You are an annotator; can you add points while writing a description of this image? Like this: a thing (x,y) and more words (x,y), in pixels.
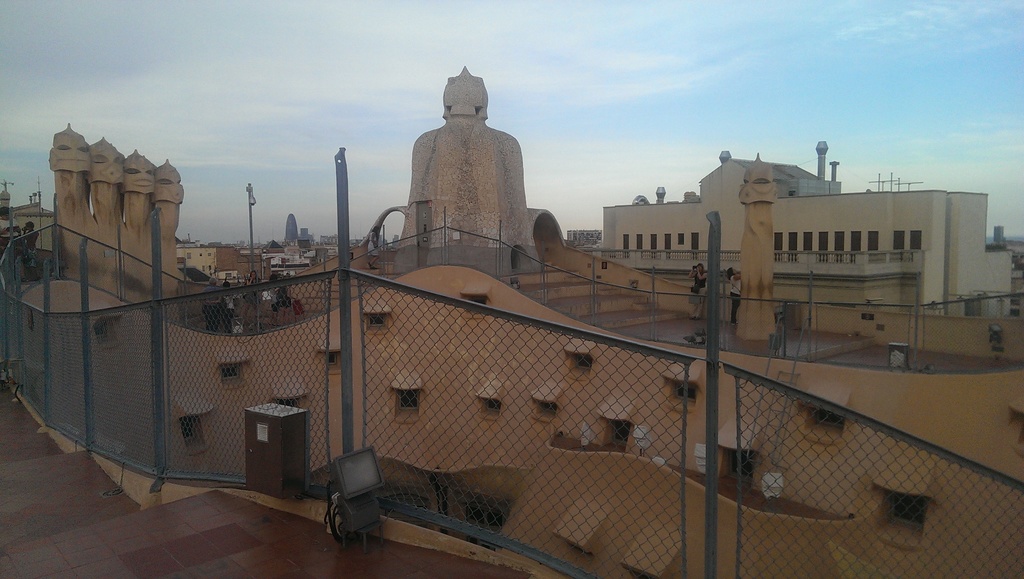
This image is taken outdoors. At the bottom of the image (181,534) there is a floor (383,551) and there is a railing (97,362) with a fence (96,344). In the background (71,277) there is an architecture (666,284) and a few buildings (231,242) and houses (261,256) with walls (932,232), windows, roofs (680,204) and doors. At the top of the image (637,101) there is a sky (214,96) with clouds (129,89).
